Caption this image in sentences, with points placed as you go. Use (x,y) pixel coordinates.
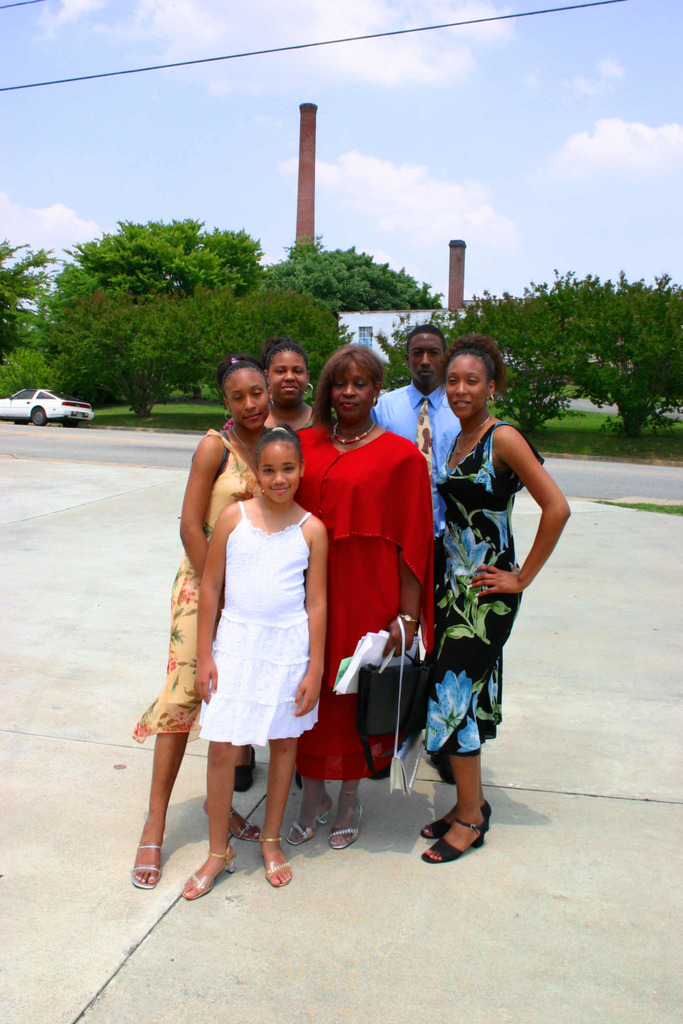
In this picture we can see a group of people (220,862) on the ground (517,835) and in the background (566,156) we can see a vehicle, house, trees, towers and the sky (617,268).
